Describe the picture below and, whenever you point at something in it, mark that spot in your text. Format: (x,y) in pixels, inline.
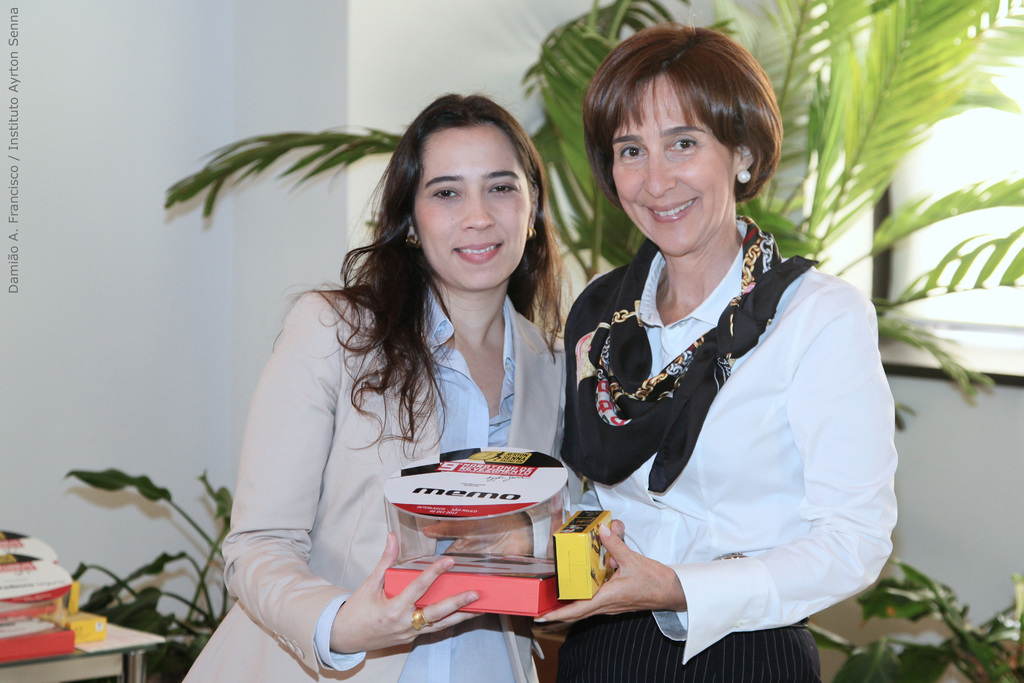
In this image we can see two persons (498,414) holding two objects (523,553), there we can see a window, tree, few plants (115,610), some objects (72,630) on the table (93,649), a wall (32,487) and a text (13,281) on the left of the image (11,172).
